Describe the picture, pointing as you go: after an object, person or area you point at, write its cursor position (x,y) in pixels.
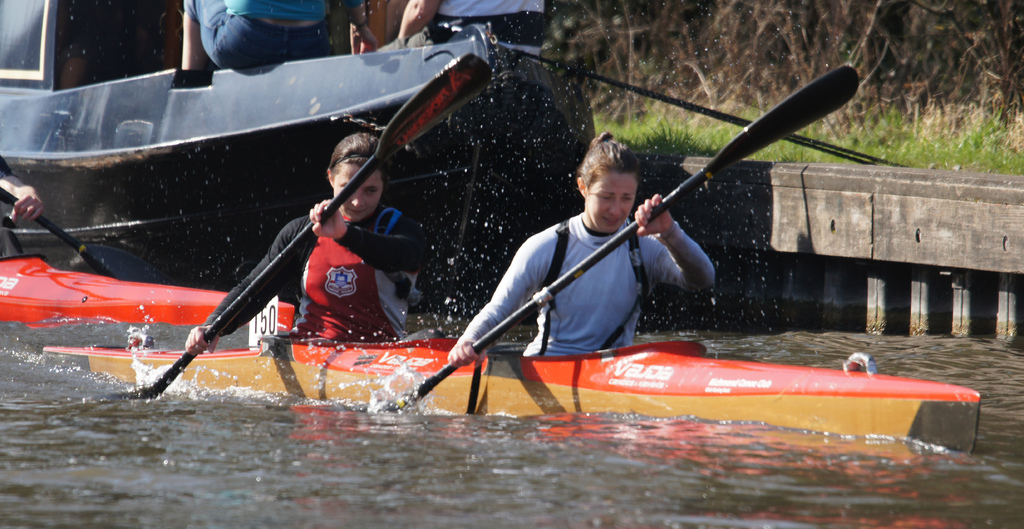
In this image there are two women's (610,294) rowing a boat (676,354), which is in the water (573,461), behind them there is a ship (357,85) and in the background (960,152) there is grass (941,132).
